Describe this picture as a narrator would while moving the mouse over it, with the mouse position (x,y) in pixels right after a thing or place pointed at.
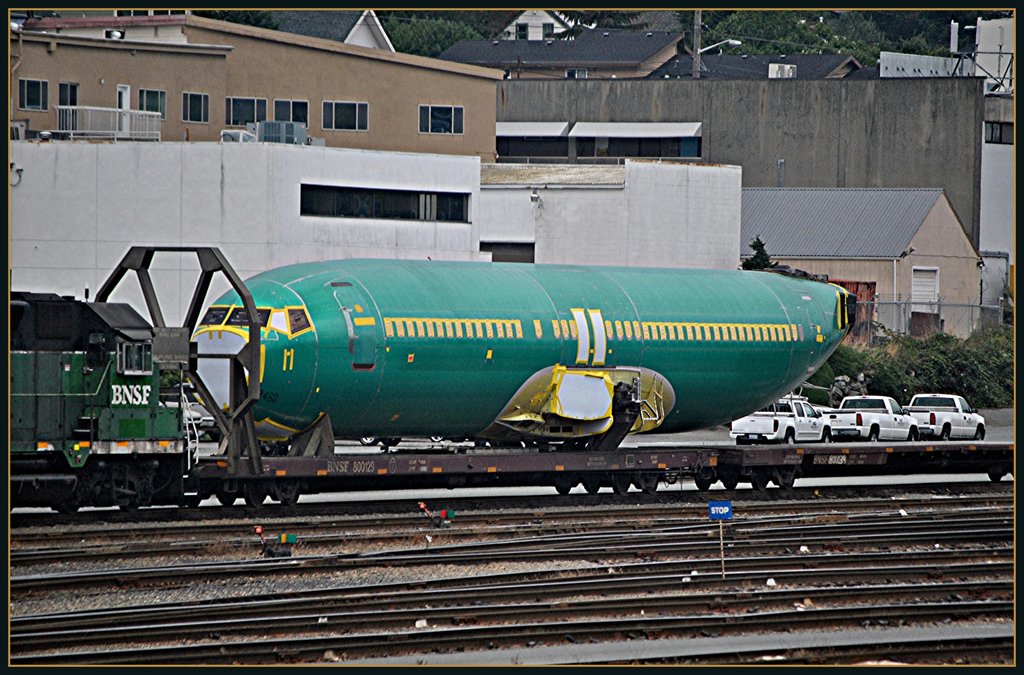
Here in this picture we can see an aircraft (606,373) present on the trolley (271,469) of a train (282,483), which is present on the track (145,504) and in the front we can see an engine (98,317) present and beside that also we can see other number of tracks (445,543) present on the ground (699,566) and in the far we can see cars (801,405) present on the road (997,413) and we can see buildings (636,119) and houses (915,214) with number of windows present over there and we can also see plants (942,376) and trees (929,49) present.
